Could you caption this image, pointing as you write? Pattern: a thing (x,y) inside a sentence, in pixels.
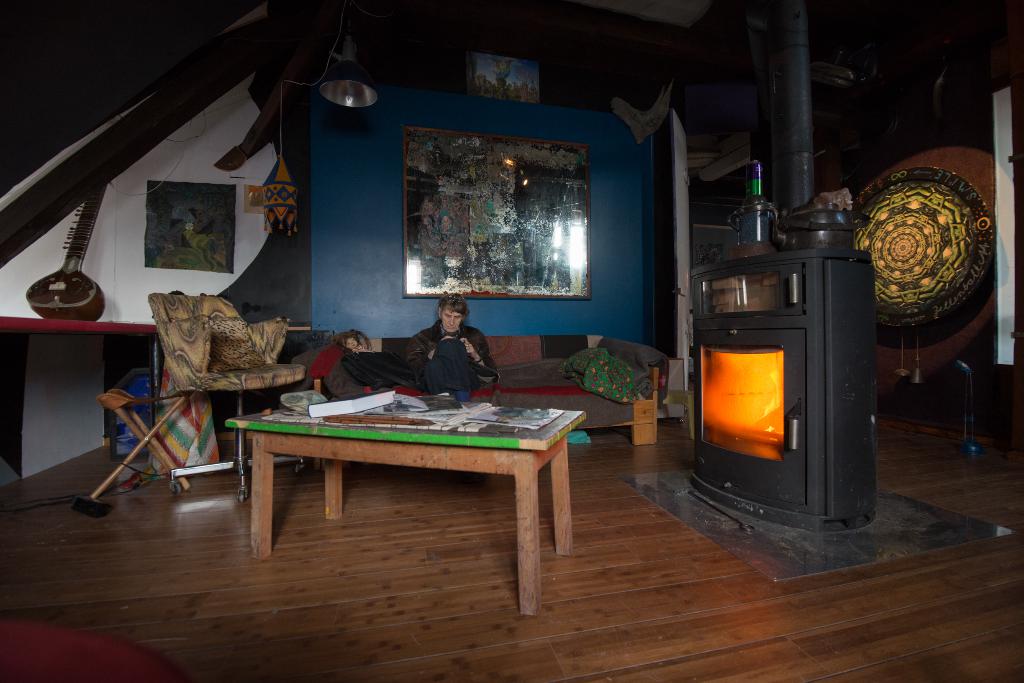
In the middle of an image (390,443) there is a table (385,436). A book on the table (426,441). Right side there is a fire place (703,432) a man (457,387) is sitting on the sofa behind him there is a wall (365,313).
